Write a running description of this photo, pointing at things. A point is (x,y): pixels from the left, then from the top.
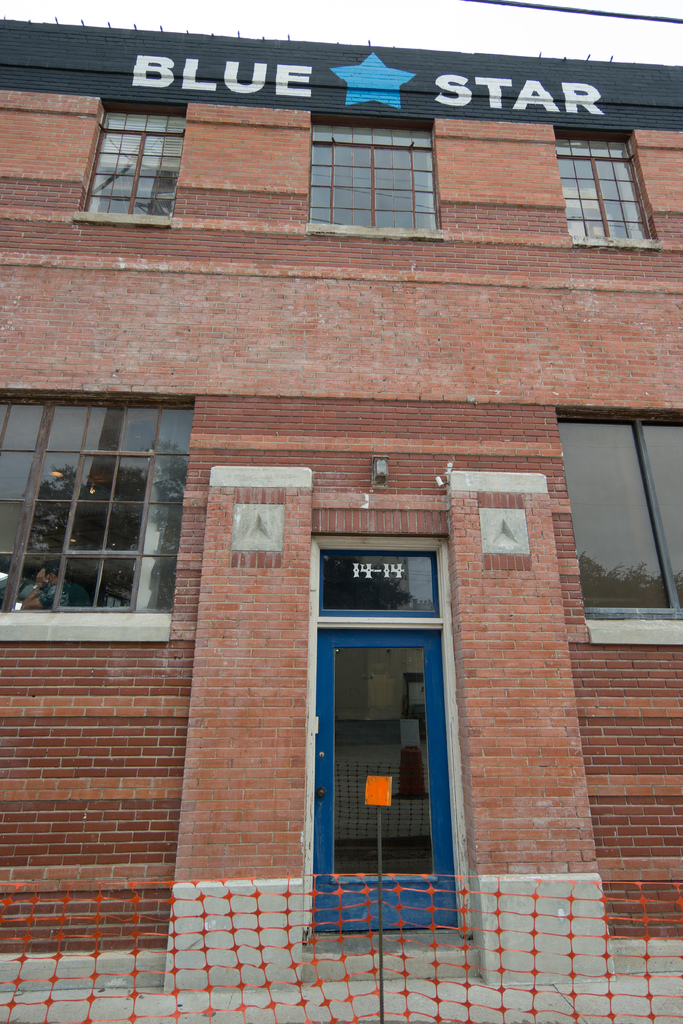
In this image I can see the building (296,511) with windows (399,611) and the door (369,702). In-front of the building (207,832) I can see the net (312,916) and the pole (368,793). In the background (436,36) I can see the sky (443,35).
